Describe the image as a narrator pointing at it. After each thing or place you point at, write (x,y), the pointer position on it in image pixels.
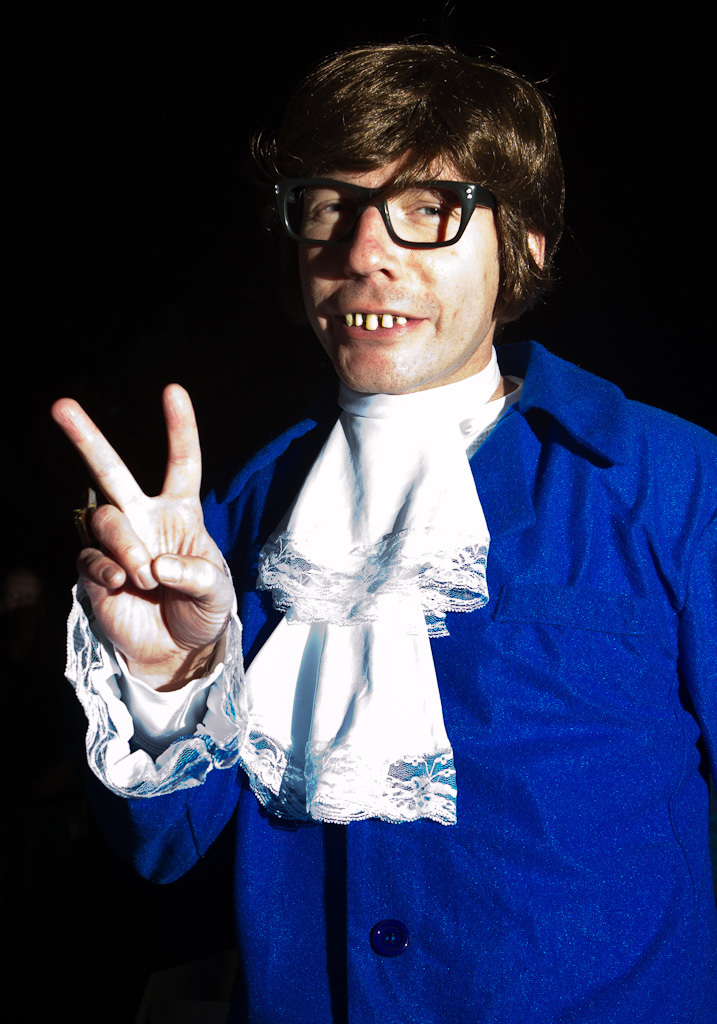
In this image we can see a man (610,527) and in the background (72,351) the image is dark.
